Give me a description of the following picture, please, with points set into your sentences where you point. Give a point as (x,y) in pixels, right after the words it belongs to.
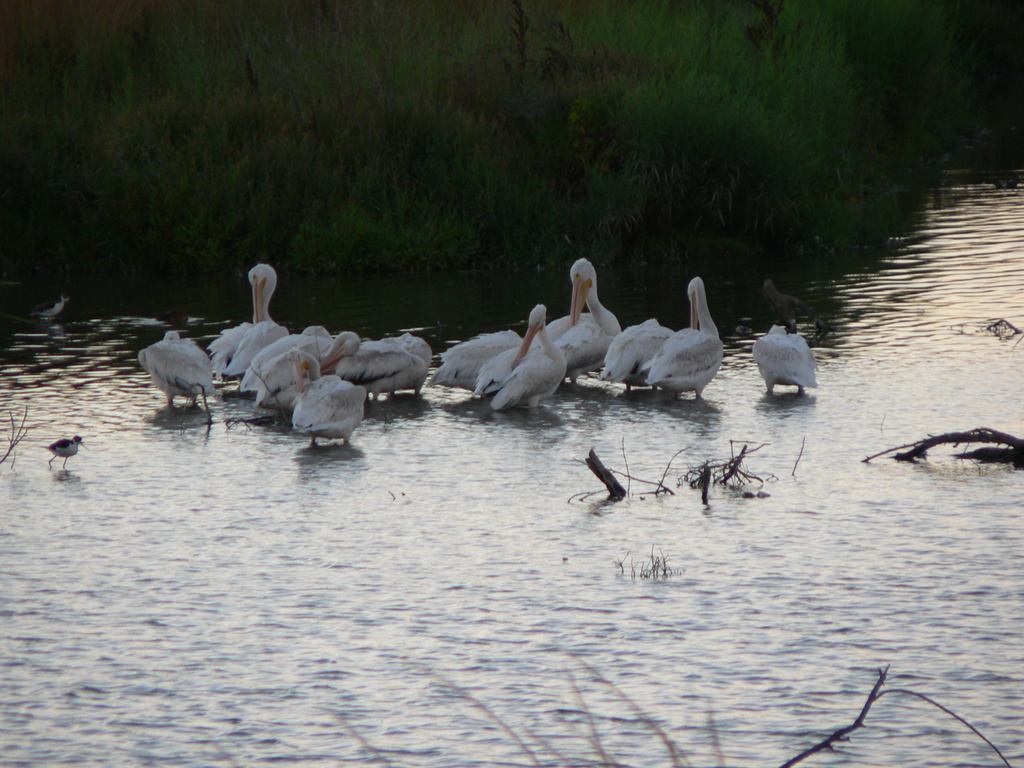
There are few white color water birds (414,358) on water (450,341).
